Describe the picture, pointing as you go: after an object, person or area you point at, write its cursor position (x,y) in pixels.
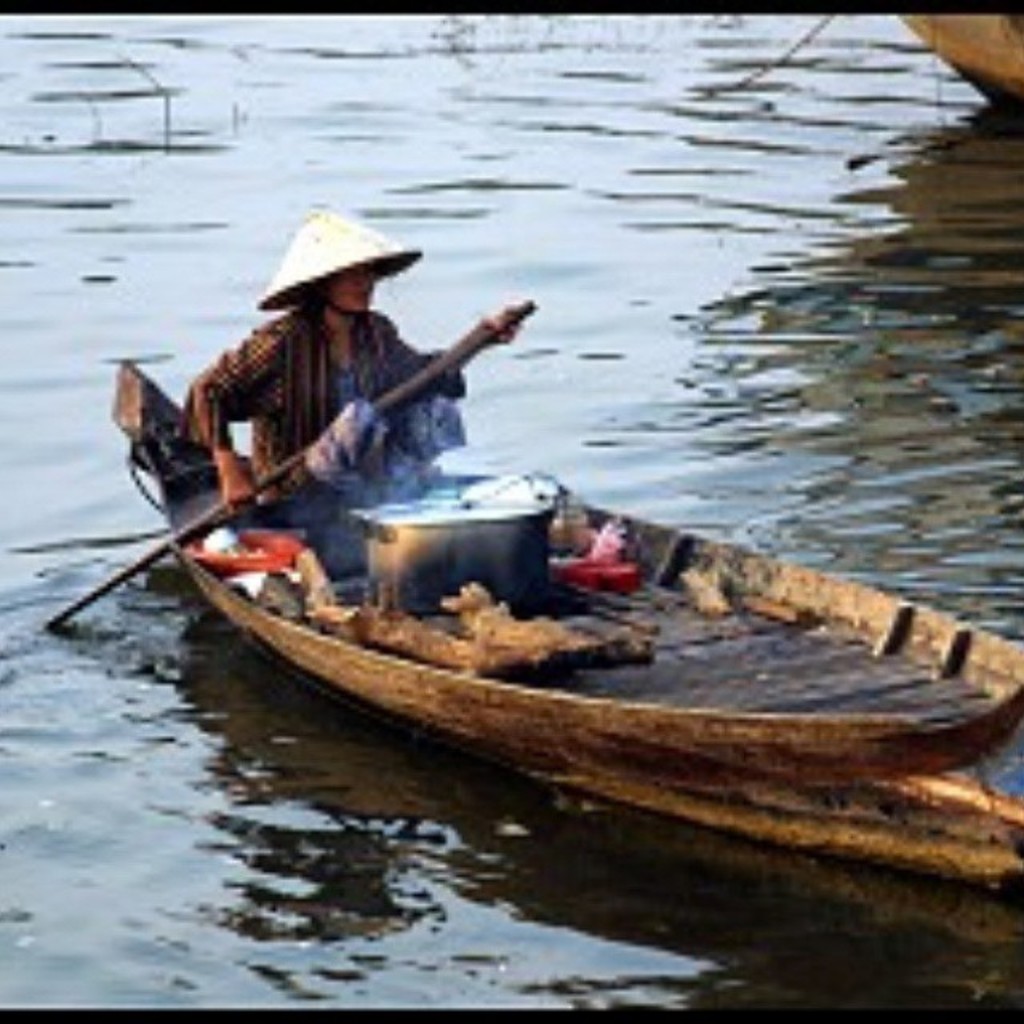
In this picture we can see boat (740,730) and a person (352,368) rowing the boat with paddle (145,565) in his hand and on the boat (325,549) we can see some vessel (533,523) cooking on it and a trunk (422,639) of wood (463,666) and in the background (610,86) we can see water (457,149) and in this boat (563,597) the person (300,390) wore cap (336,268), shirt (273,400).
